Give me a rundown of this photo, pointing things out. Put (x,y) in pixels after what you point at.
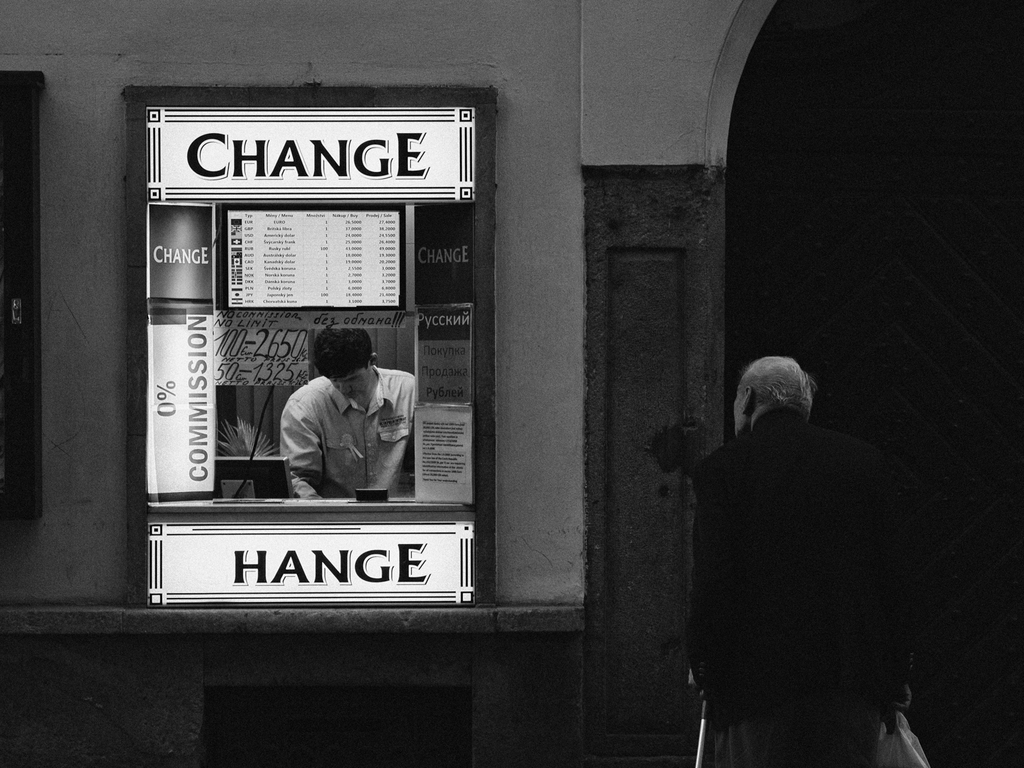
This picture shows an advertisement board (431,170) on the wall (510,565) and we see a man (864,663) standing and watching and we see a stick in one hand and a bag (886,756) in another hand (893,706) and he wore a black coat (801,668).
